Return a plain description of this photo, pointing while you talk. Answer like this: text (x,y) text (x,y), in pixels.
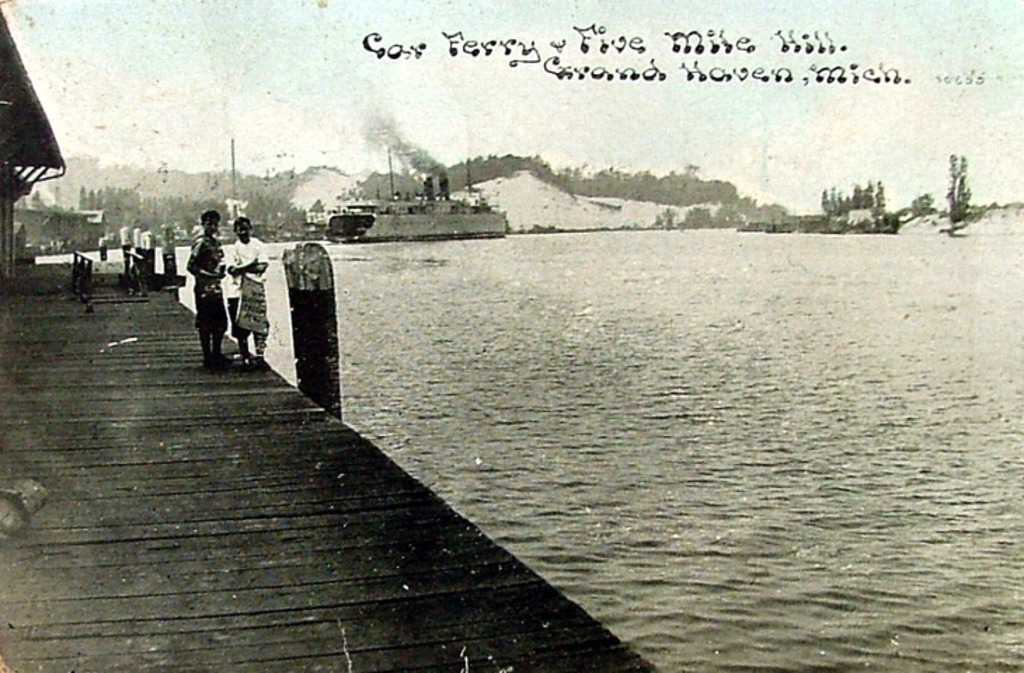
This is a picture of a poster (654,317), where there are two persons (240,333) standing, houses (62,232), water (1013,257), trees (255,233), ship (468,236) on the water (615,445), sky (966,48) and there are some words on the poster (108,189).
